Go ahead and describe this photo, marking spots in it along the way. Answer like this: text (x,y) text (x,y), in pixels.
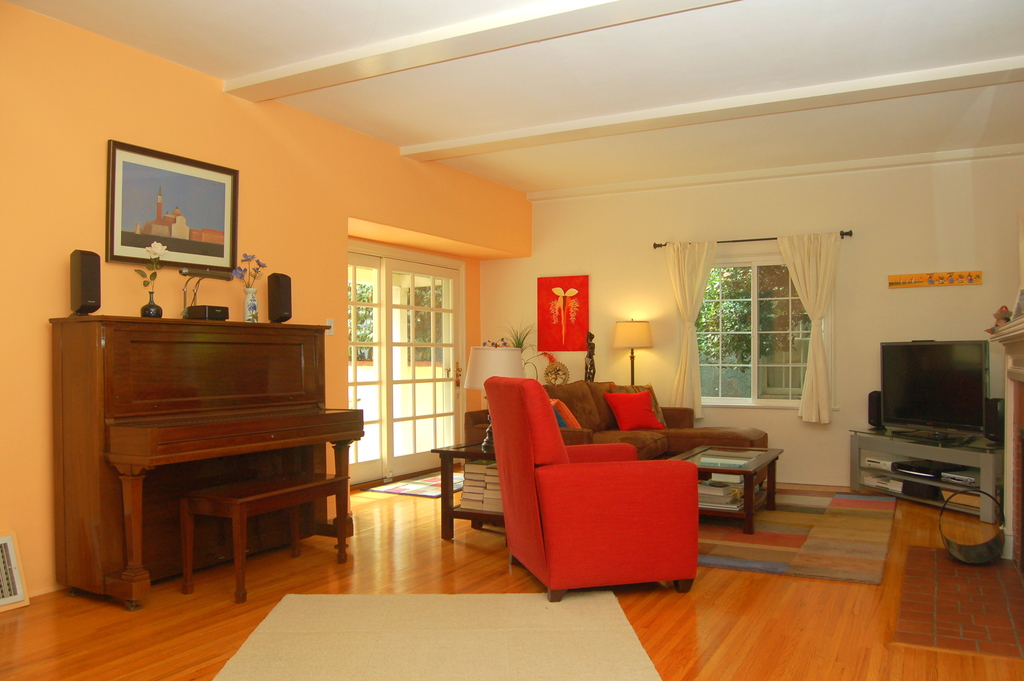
We can see wall (277,197) and a photo frames (142,180) over it. Here we can see piano (202,340), speakers (80,286), flower vases (247,302) on it. This is a door (392,364). Here we can see chairs (610,500) in front of a table (749,472). This is a television (888,418) on the table (942,493). This is a floor (811,638) and carpets (613,622). This is a doormat (424,485). This is a window (740,267) and curtains (818,246).
